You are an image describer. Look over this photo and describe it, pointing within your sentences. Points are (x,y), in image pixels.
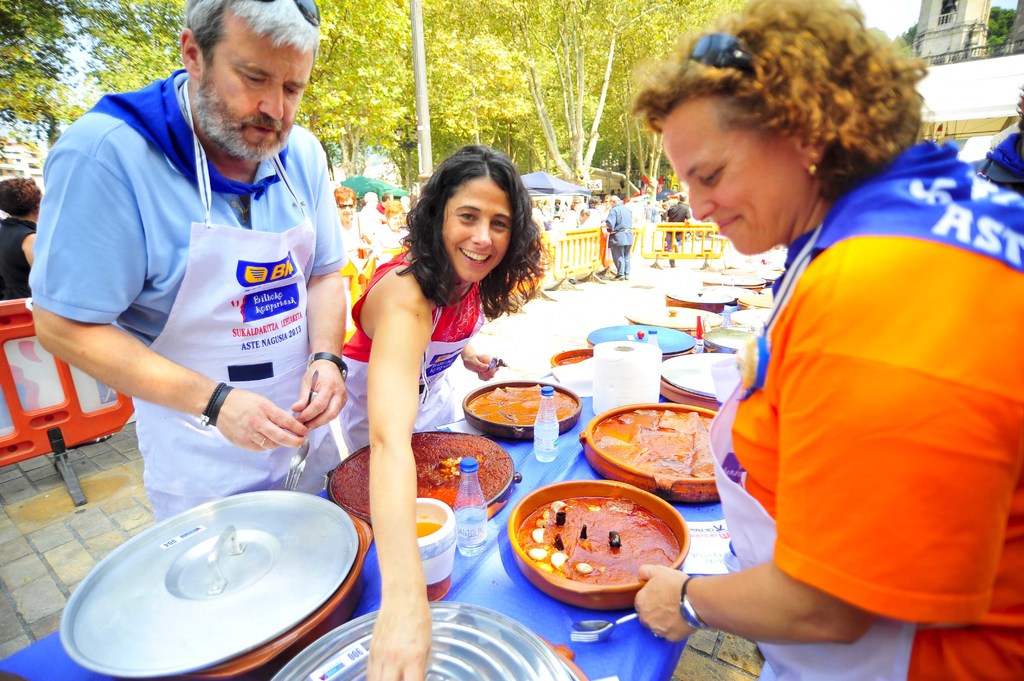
In this image we can see this people (159,456) are standing near the table (549,506). We can see bottles (549,442), plates (494,499), bowls (676,488) with food (670,532) and tissue roll (646,364) on the table (650,381). In the background (608,135) we can see tents (575,186), people (609,202) and trees (536,85).
